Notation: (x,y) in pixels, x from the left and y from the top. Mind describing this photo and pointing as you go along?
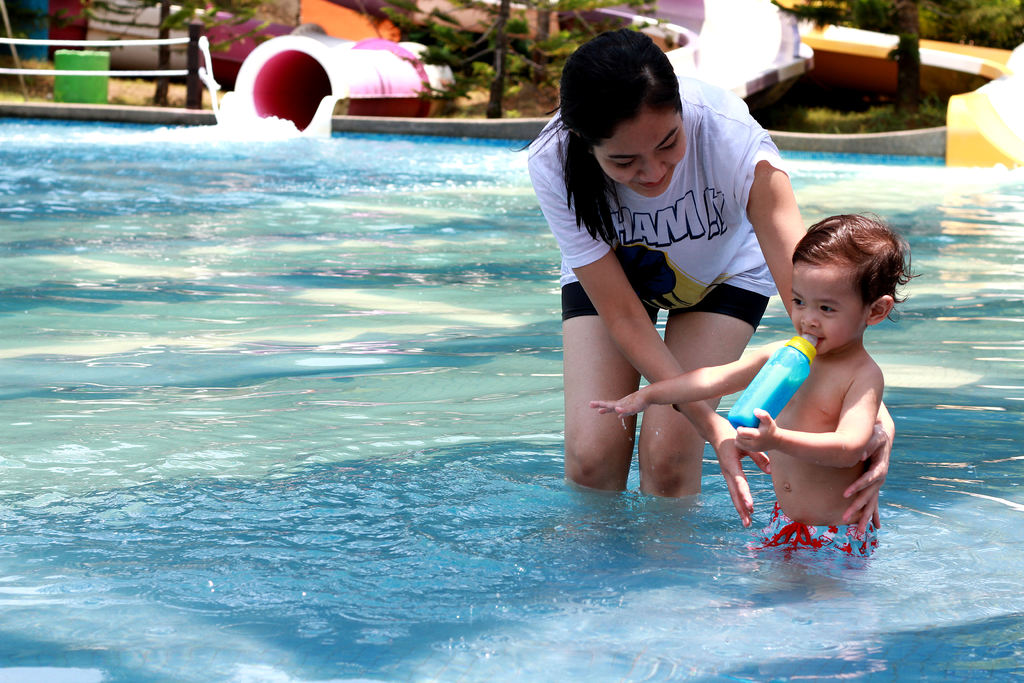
In this picture there is a woman (704,218) wearing white color t-shirt (712,225), standing in the swimming pool (708,456). Beside there is a small boy (840,473) standing in the pool (260,268). Behind there is a pipe (267,74) and some plants (484,38).
